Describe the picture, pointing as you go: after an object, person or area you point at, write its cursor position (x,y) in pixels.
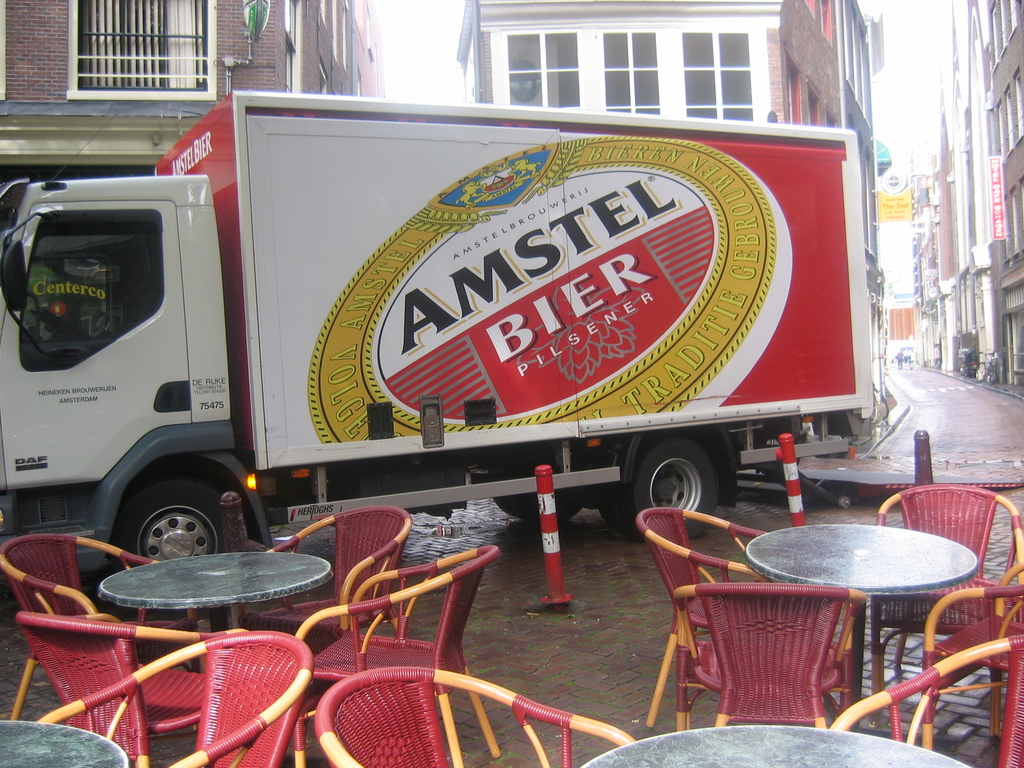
There are tables (193,570) and chairs (737,689). And there is a vehicle (156,326). On the trailer (506,309) of the vehicle (587,293) there is a poster (615,288). In the background (660,65) there are some buildings (785,67). There is a road (978,408).
